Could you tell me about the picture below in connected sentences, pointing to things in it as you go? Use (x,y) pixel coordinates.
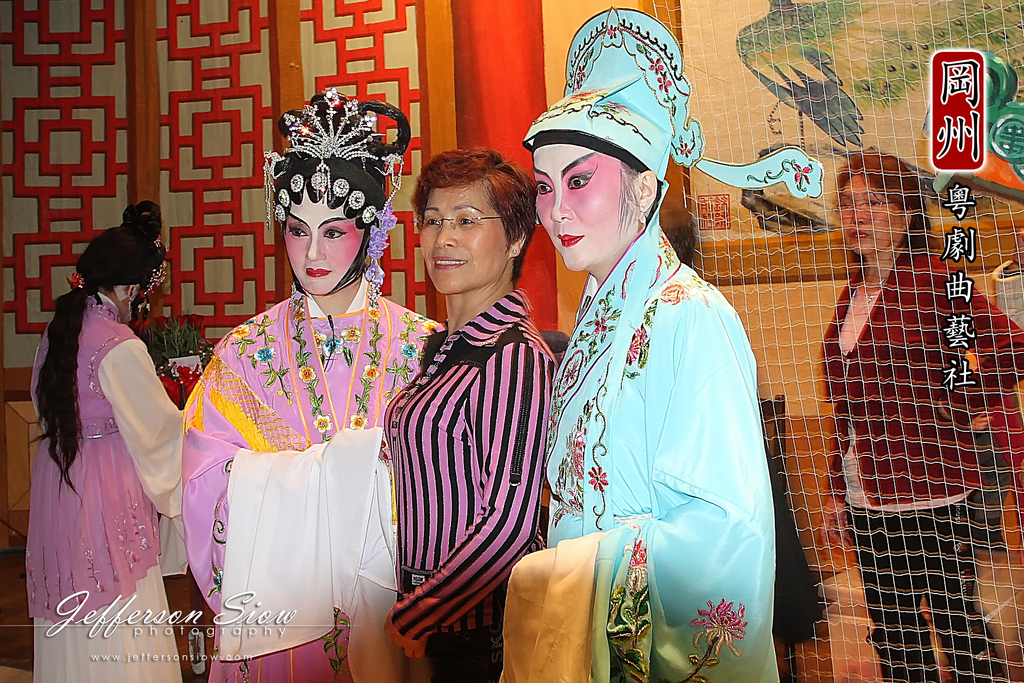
This picture shows human (590,320) standing and we see painting (315,256) on their faces (349,267) and we see a net (959,455) and woman (879,288) standing on the back (914,302). she wore spectacles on her face (867,212) and we see a frame (778,241) on the wall (845,261) and we see text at the bottom of the picture (101,605).
